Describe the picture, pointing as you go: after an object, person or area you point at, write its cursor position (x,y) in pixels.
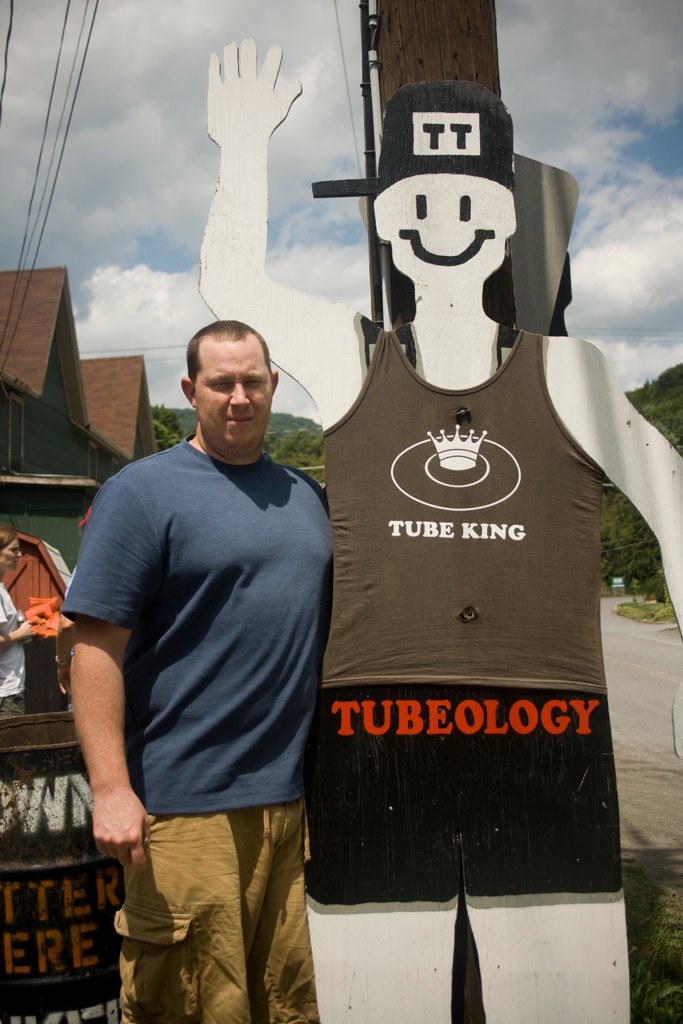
In this picture we can see few people (117,541) and a hoarding (459,548) in the middle of the image (427,583), in the background (17,38) we can find few houses (17,300), cables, trees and clouds (153,313).
